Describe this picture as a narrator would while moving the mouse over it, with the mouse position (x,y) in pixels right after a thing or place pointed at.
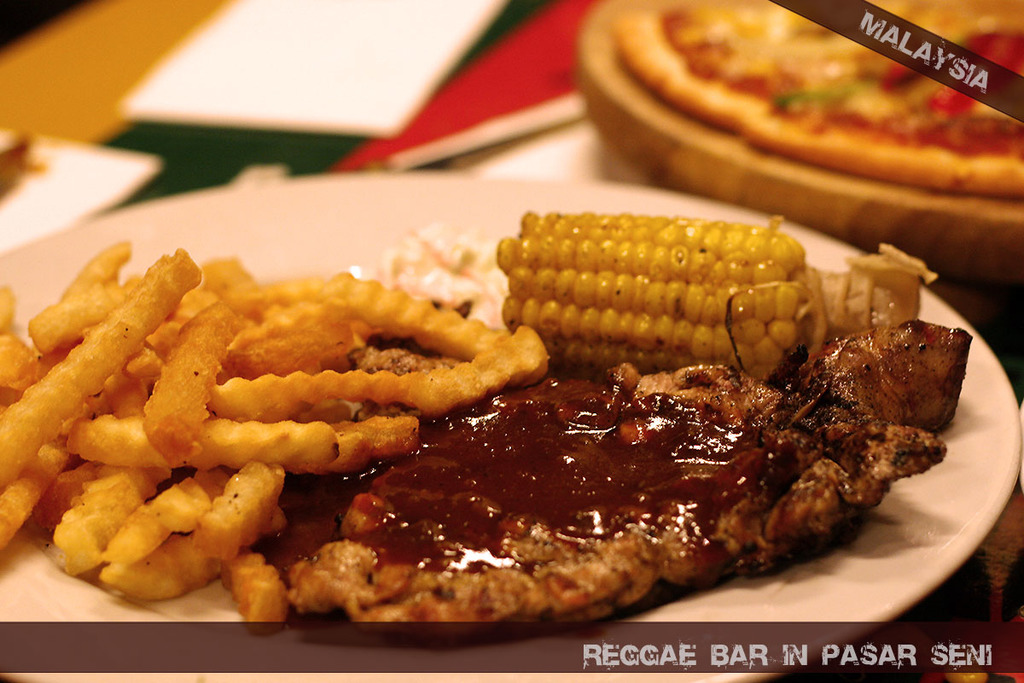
In this picture I can see there is some food (563,478) placed in the plate (862,565) and there is a pizza (750,120) placed on the next plate (674,122). These are placed on a table (982,672) and there is something written at the top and bottom of the image (715,663).
